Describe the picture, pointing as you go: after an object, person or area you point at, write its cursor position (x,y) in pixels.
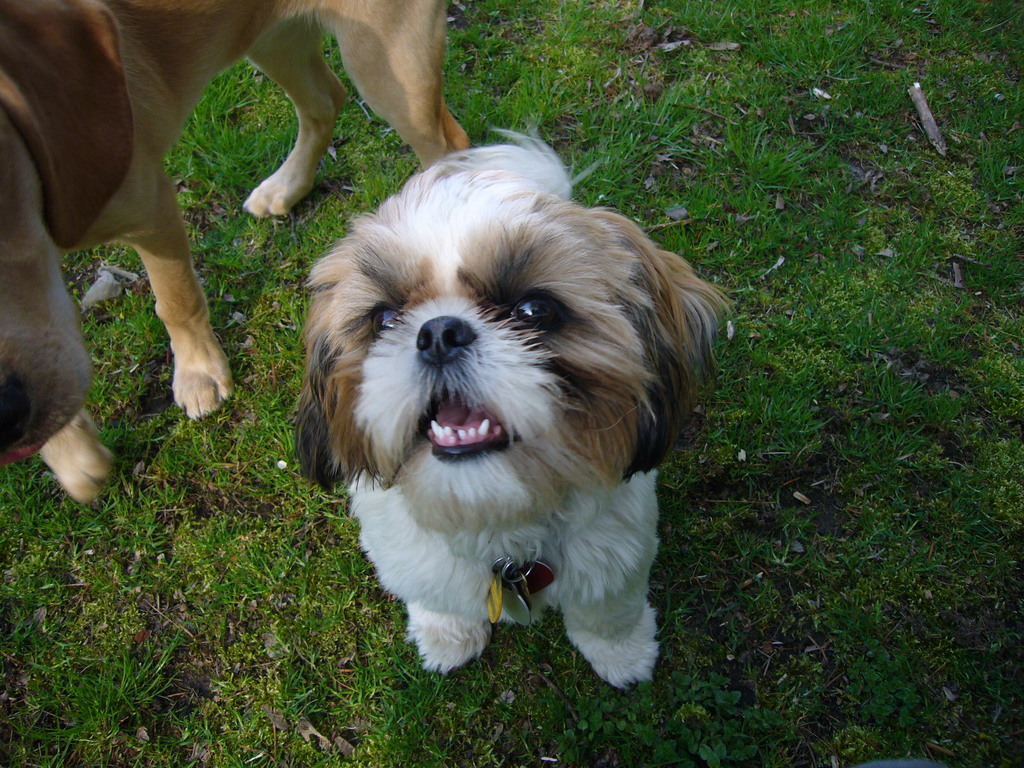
In this image there is a small dog (551,406) on the ground (201,111). Beside it there is another dog (123,96). On the ground (237,609) there is grass (648,690).
